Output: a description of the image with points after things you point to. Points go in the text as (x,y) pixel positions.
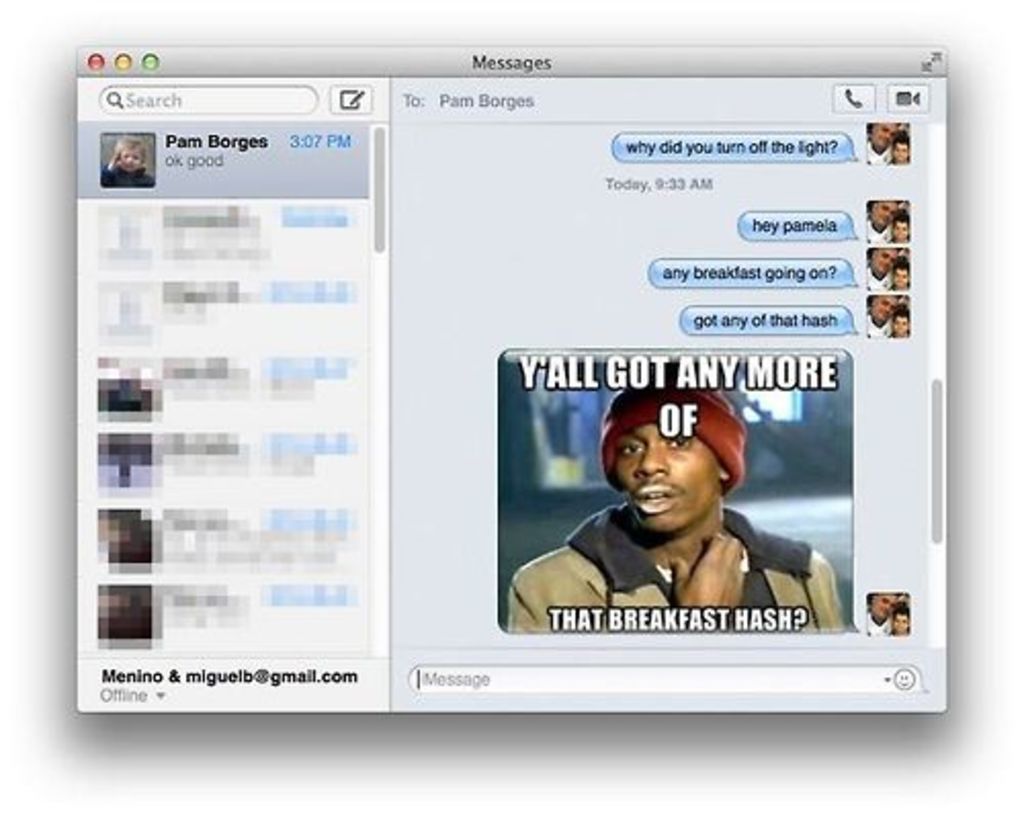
In this picture I can see there are few images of people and there is a image (594,577) of a man (594,577), he is wearing a coat (602,569) and a cap (657,414). There is a cursor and few buttons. This is a screenshot.
